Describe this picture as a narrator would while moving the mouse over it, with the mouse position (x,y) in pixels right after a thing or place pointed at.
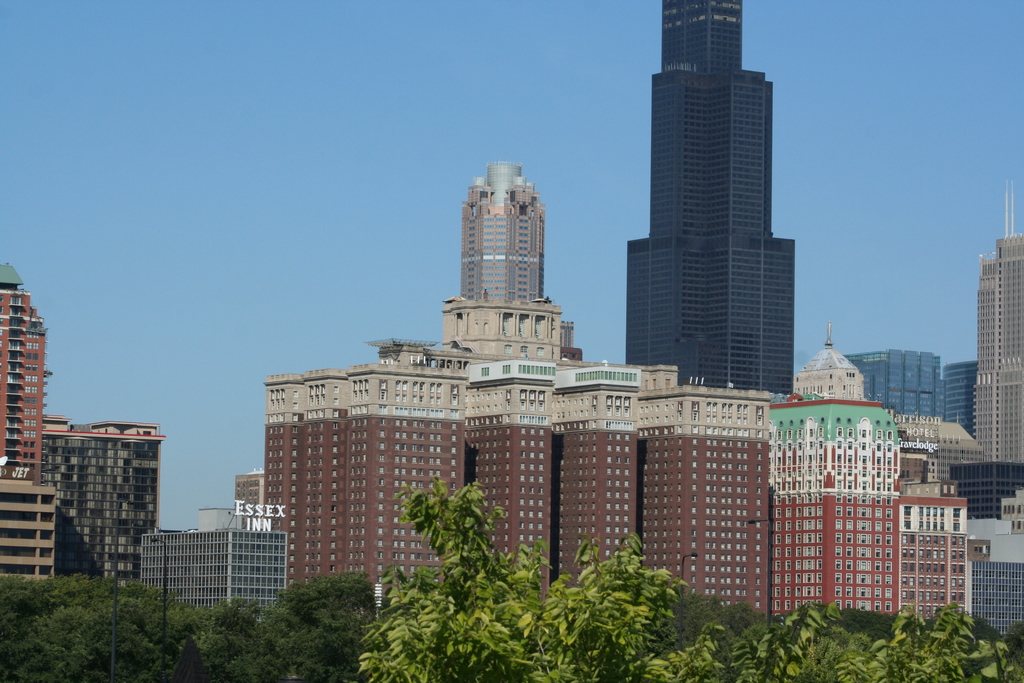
In this image I can see trees (437,608) in green color, at back (378,409) I can see few buildings (401,472) they are in brown, cream, gray color and the sky (235,212) is in blue color.
